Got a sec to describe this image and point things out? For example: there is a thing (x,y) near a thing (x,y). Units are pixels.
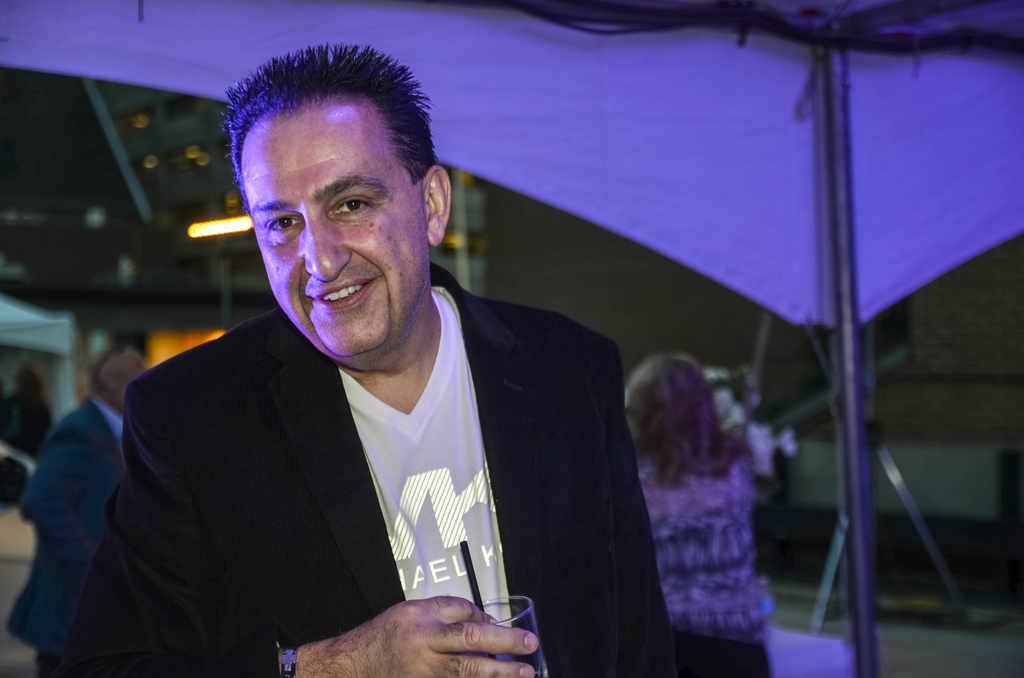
In this image I can see a person (274,457) wearing black and white colored dress (388,474) is holding a glass (521,620) in his hands (466,610). In the background (638,326) I can see a tent (804,88), metal pole (831,65), few persons (697,432), few buildings (246,239), few lights (187,156) and the dark sky (44,132).
